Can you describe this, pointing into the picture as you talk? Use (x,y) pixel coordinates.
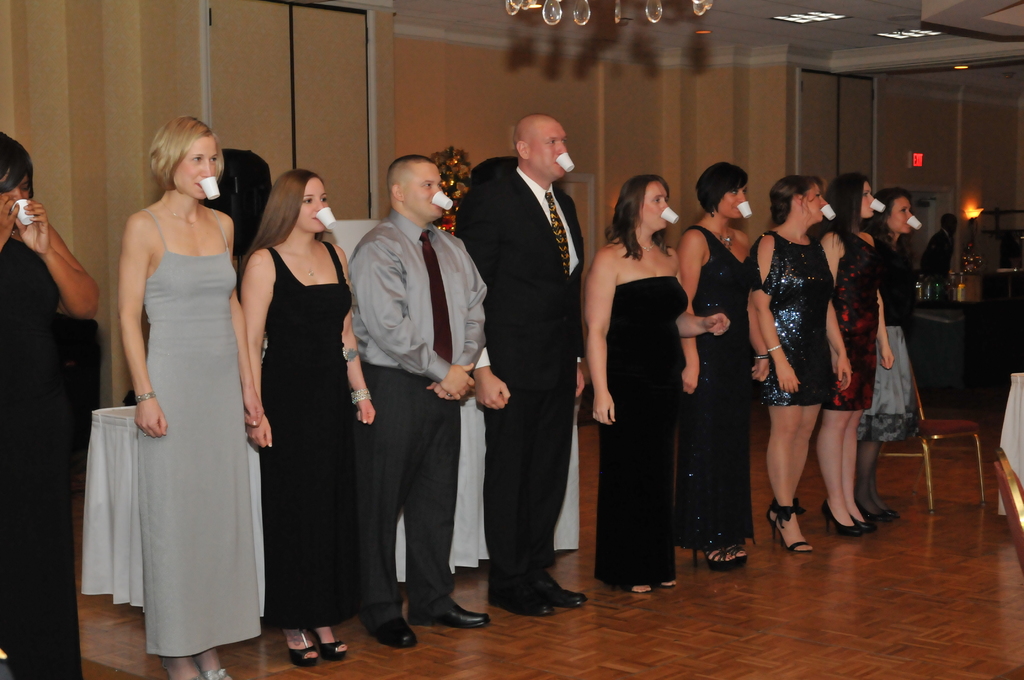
In the left side (209,257) a beautiful woman (233,412) is standing and holding a cup (207,189) with her mouth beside her, there are few other people (642,349) are also standing and holding the cups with their mouths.
